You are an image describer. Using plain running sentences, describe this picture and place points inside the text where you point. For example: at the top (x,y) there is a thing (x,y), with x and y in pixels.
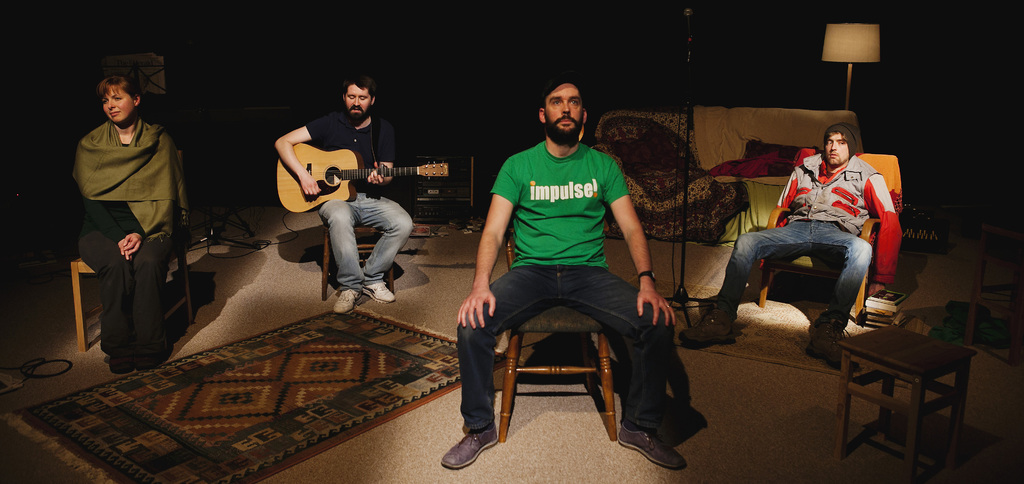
In this picture there are four persons (590,202) sitting on chairs (818,272). There are two persons (373,194) towards the left (136,216) and two persons (559,213) towards the right (865,170). To the left corner (134,213), there is a woman (152,335) wearing a black dress (132,214) and green scarf (158,153). Besides her, there is another man (362,122), he is wearing a black t shirt (348,142) and holding a guitar (363,161). In the center (576,197), there is another man (597,312), he is wearing a green t shirt (577,226) and blue jeans (601,288). Towards the right corner (888,195) there is a man (740,256), he is wearing a grey jacket (838,212) and blue jeans (858,254). Towards the right bottom (914,404) there is a table (953,353). Towards the right (747,136) there is a lamp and a sofa (732,117).
